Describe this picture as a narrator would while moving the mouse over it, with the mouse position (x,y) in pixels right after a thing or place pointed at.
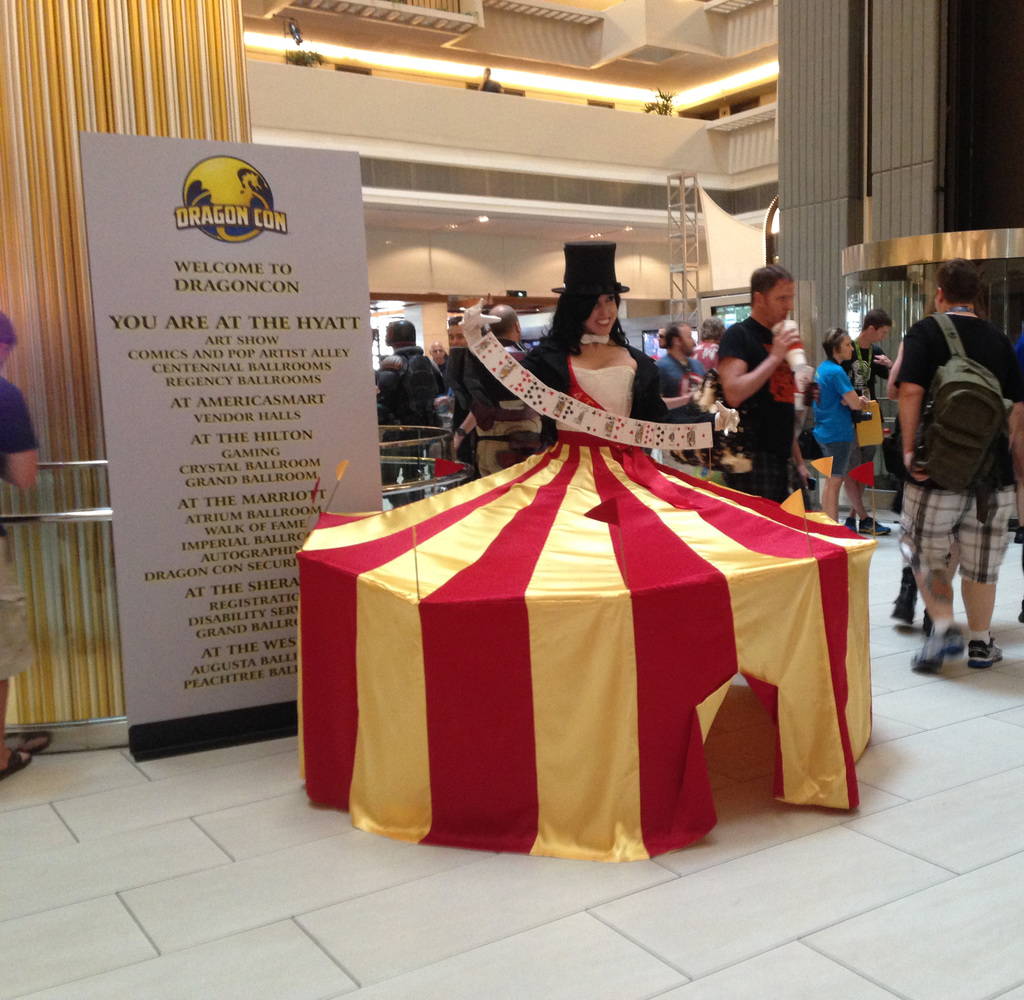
In this image I can see few people (998,480) are standing. In front (621,461) one person (621,446) is wearing different costume (631,572). I can see the board (305,249), pillars (38,645) and lights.
